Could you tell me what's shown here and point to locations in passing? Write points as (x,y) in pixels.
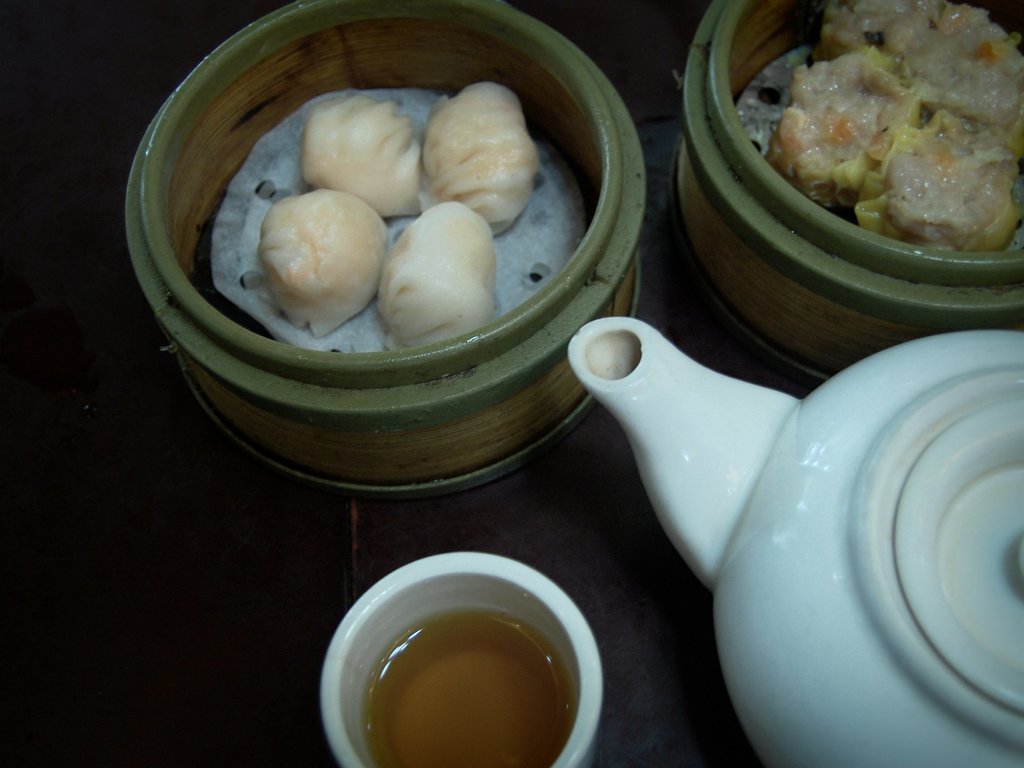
In this image we can see the bowls (600,169) with some food (379,224) and also we can see a tea pot (711,564) and a glass (386,626) with drink (416,634).
